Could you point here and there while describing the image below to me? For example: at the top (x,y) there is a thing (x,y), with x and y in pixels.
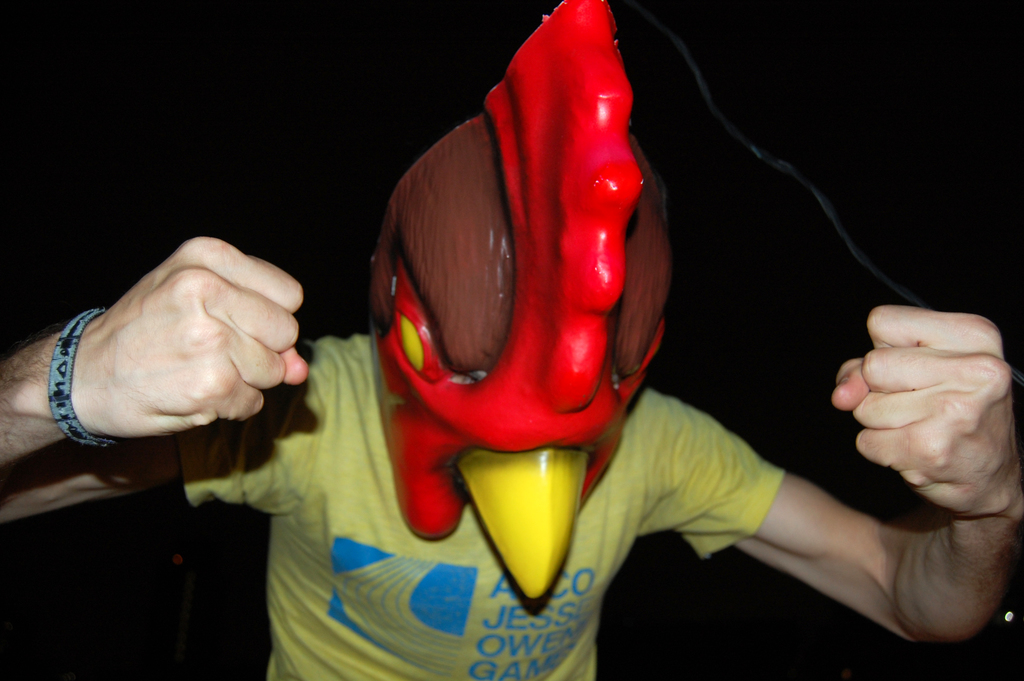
In this picture there is a person (668,418) wearing an object (535,411) on his head (524,358) which is in red and brown color.
